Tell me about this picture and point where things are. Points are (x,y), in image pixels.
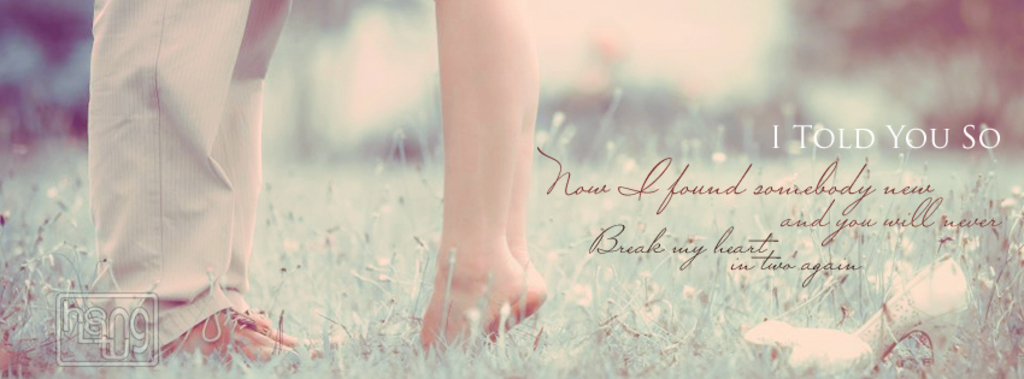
In this image we can see a poster (359,147), in the poster (462,200) we can see persons legs (499,121), grass (768,228) and some text (657,245).
